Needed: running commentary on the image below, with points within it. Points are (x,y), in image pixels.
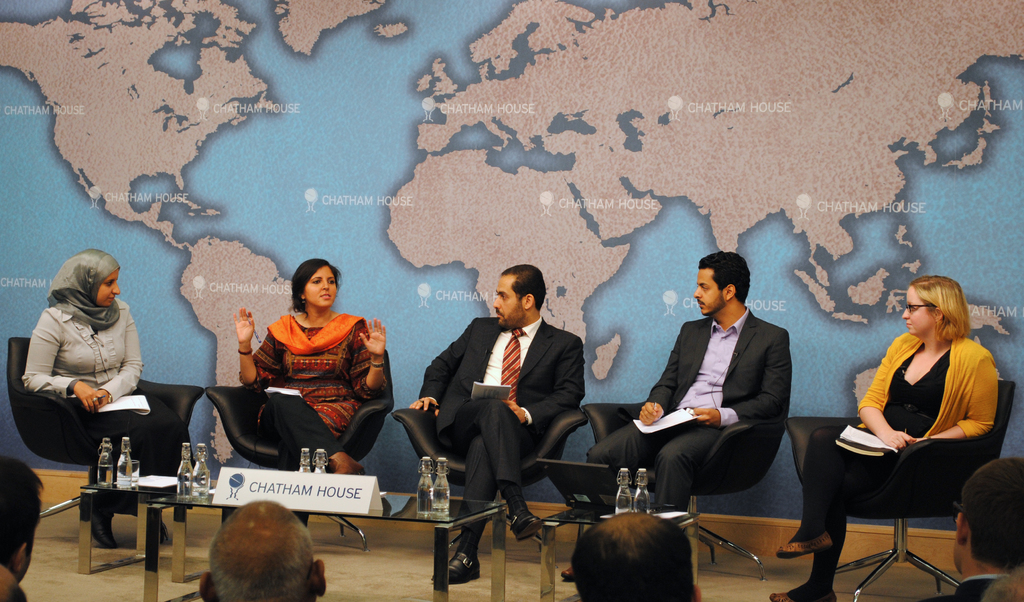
In the image we can see there are people (911,429) who are sitting on black colour chair (45,422) and in front of them there is a table (470,505) on which there are water bottles (421,474) and there is a name plate (266,496) and at the back (588,32) there is a wall (578,269) on which there is a poster (633,188) of a map (489,188) and in front (289,563) there are people (674,599) who are sitting and they are watching each other.
